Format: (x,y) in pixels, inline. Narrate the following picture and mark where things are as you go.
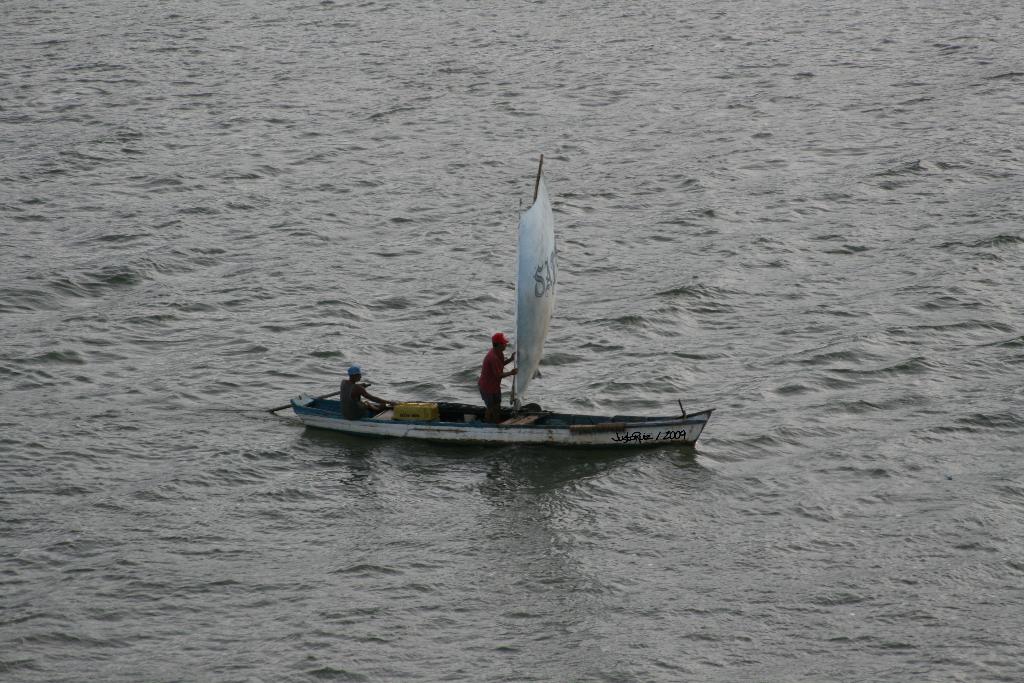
In this picture we can observe a boat (500,432), sailing on the water (539,398). We can observe a sailing cloth (528,289) here. There are two members (490,370) in the boat (477,414). In the background (358,196) there is water (502,126).
